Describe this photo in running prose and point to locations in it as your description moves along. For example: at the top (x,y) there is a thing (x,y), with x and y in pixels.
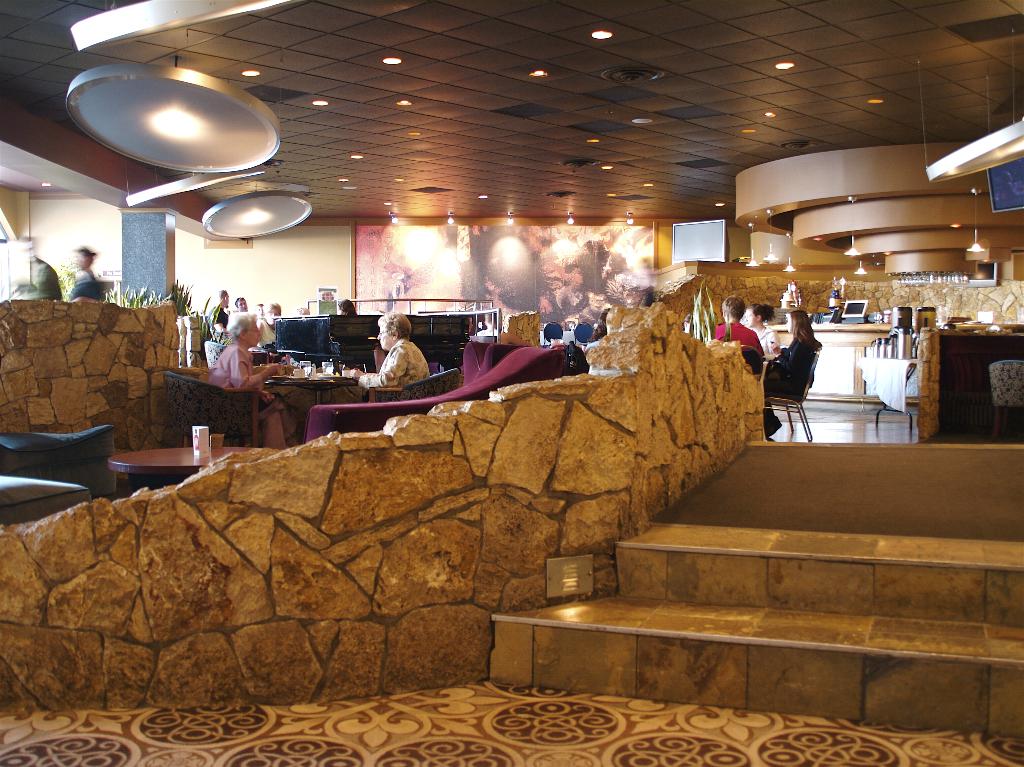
In this picture on the right side (702,618) there is a stair (857,581) and on the left side (220,383) two women (362,379) are sitting.
